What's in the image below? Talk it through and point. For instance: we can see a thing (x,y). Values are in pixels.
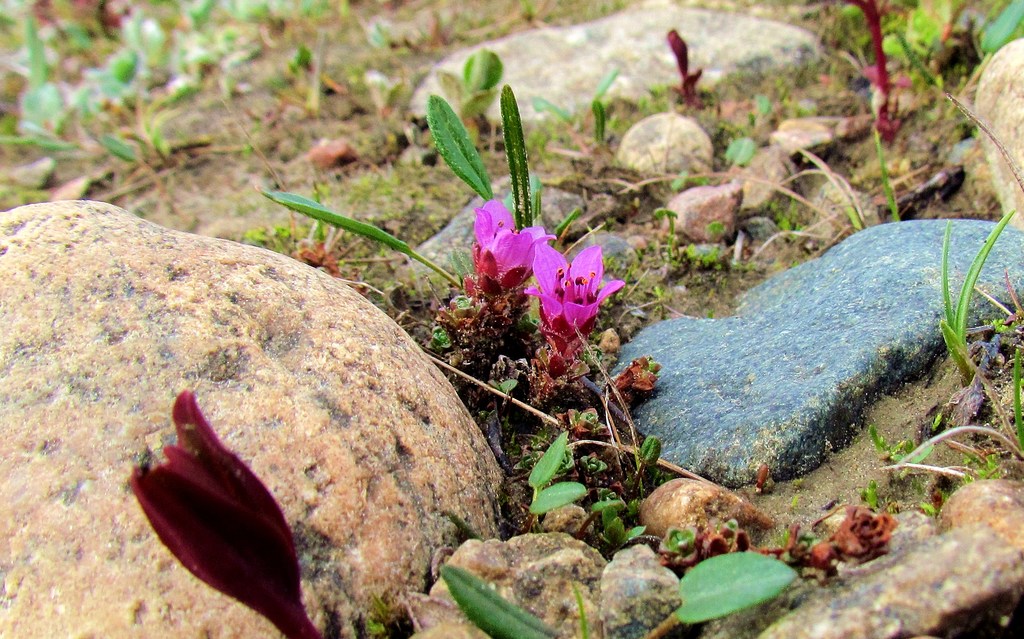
This image consists of flowers (554,307) in pink and red color. At the bottom (817,543), there are small plants (999,319) on the ground (957,181). And we can see many rocks (968,142) along with green grass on the ground (385,226).
